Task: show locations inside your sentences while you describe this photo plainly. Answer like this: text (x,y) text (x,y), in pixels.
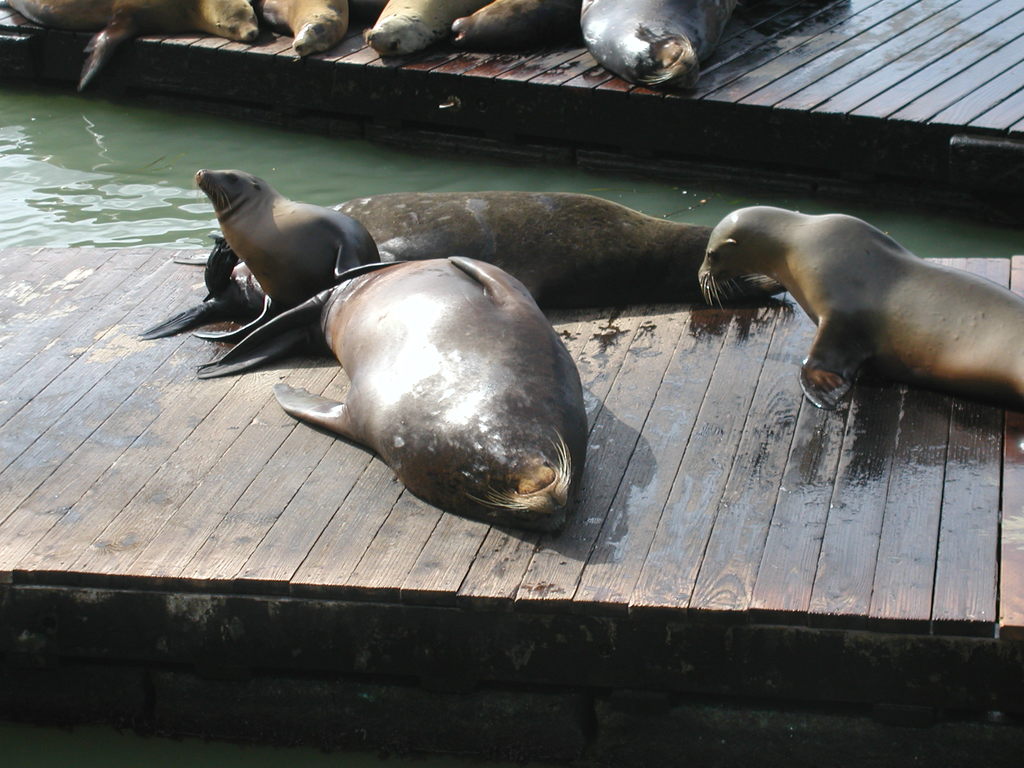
In this image there are some seal fishes (545,343) are in middle of this image (372,442) and some are at top of this image (529,1). There is some water (370,170) in middle of this image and there is a wooden surface (241,511) in the background (867,118).
